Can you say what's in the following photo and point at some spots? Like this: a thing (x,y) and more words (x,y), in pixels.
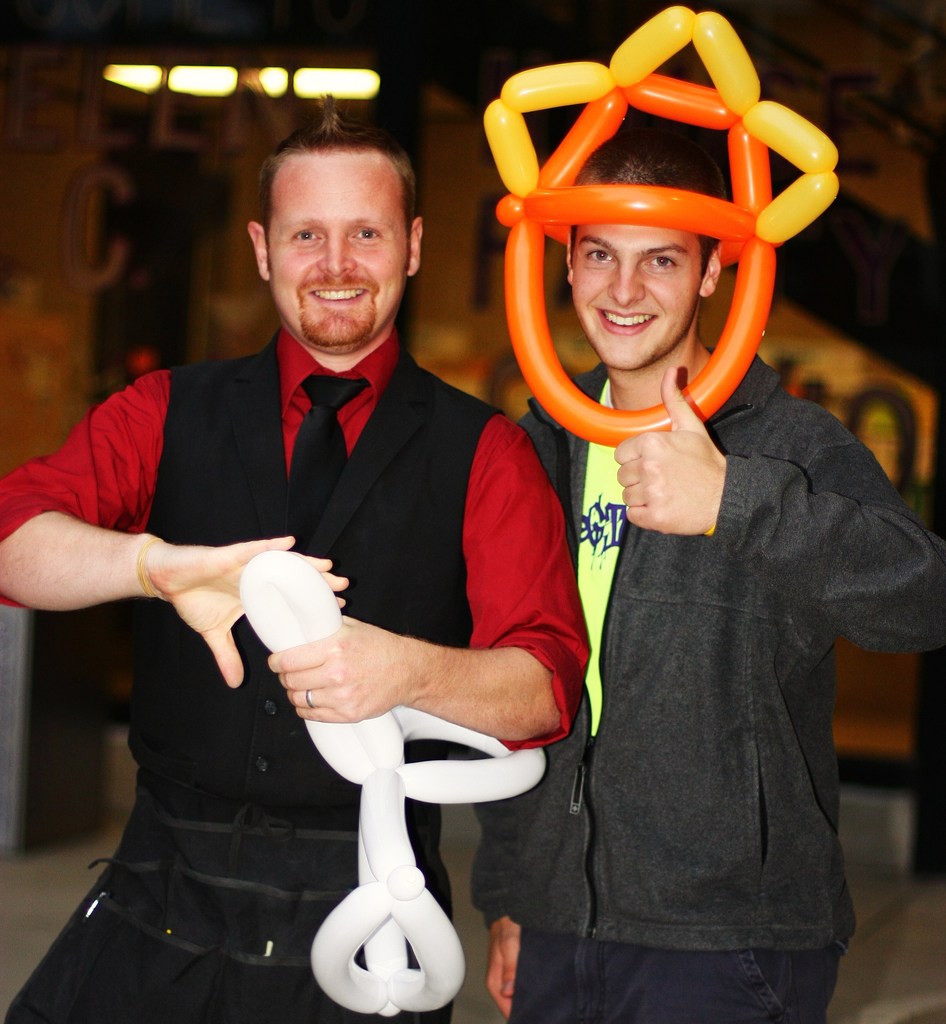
In this image in the center (379,369) there are two persons (404,526) who are standing and they are holding some air balloons (420,896), in the background (878,353) there is a wall (129,231) and some lights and some other objects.
